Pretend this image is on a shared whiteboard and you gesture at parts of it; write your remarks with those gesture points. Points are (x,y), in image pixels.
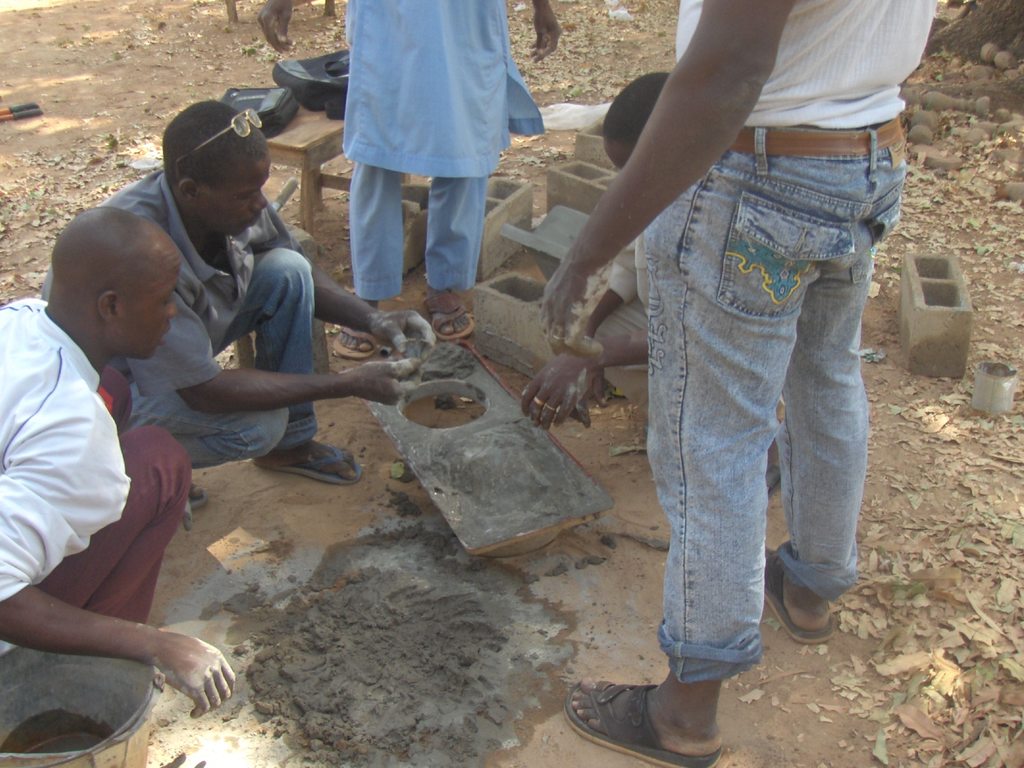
In this image we can see some persons (41,458), cement (554,480) and other objects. In the background of the image (969,20) there are wooden objects (296,116), trees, person (360,99) and other objects (335,64). On the left side (32,672) bottom of the image (57,729) there is a bucket (52,738).
